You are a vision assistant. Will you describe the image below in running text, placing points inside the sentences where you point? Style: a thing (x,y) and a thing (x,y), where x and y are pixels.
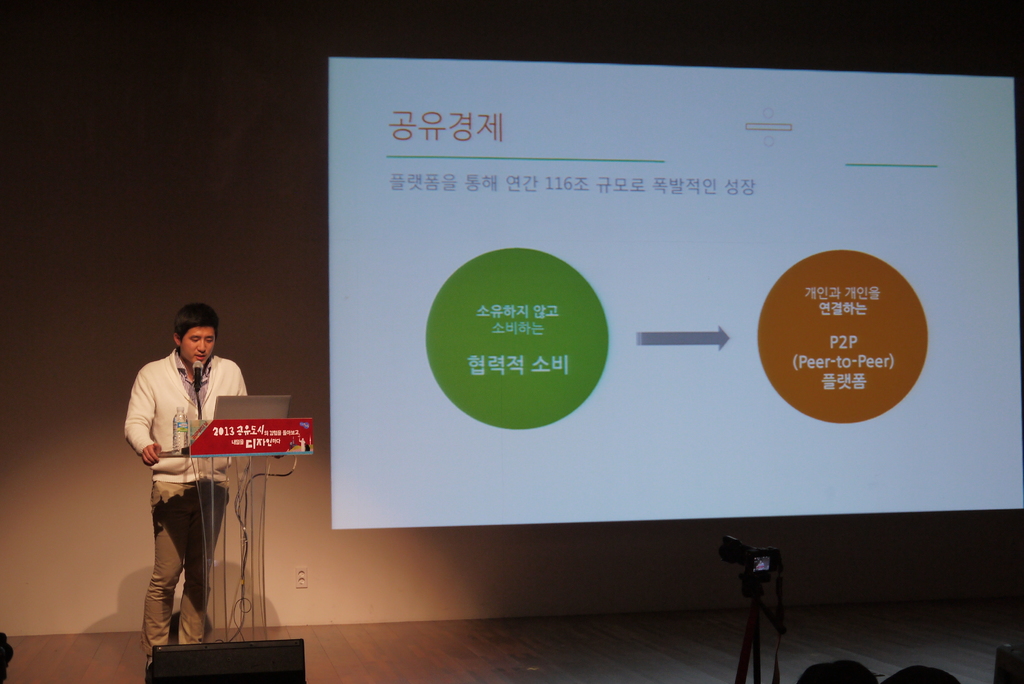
In this image we can see a person (175,540) standing on the floor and a lectern (228,454) is placed in front of him. On the lectern (215,436) there are laptop (233,418), disposable bottle (184,437) and a mic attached to it. In the background (799,105) we can see a display screen (634,308).
